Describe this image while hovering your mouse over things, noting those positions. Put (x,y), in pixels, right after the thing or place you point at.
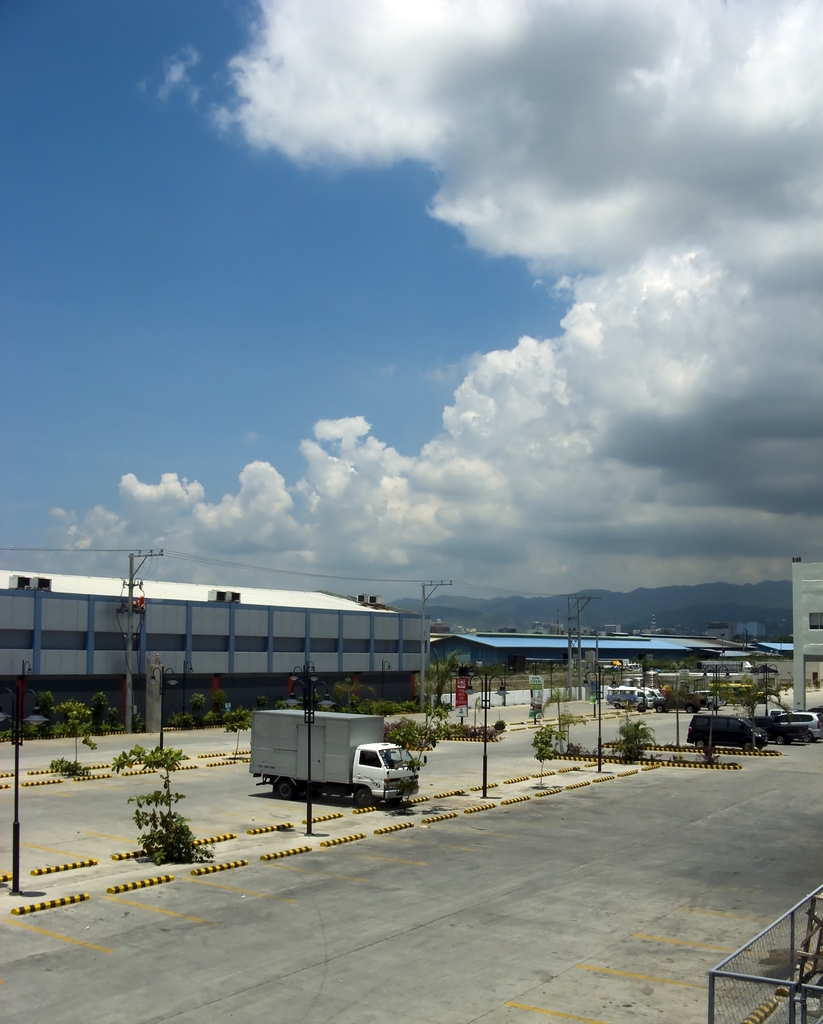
In the foreground of the picture (199,885) it is road (348,875) and there is an iron frame (740,984). In the center of the picture (309,679) there are trees (121,767), vehicles (348,773), plants (164,760), streetlights (309,797), roads (6,797) and buildings (530,636). In the background (561,604) there are hills (585,620). At the top (563,230) it is sky (695,173).
